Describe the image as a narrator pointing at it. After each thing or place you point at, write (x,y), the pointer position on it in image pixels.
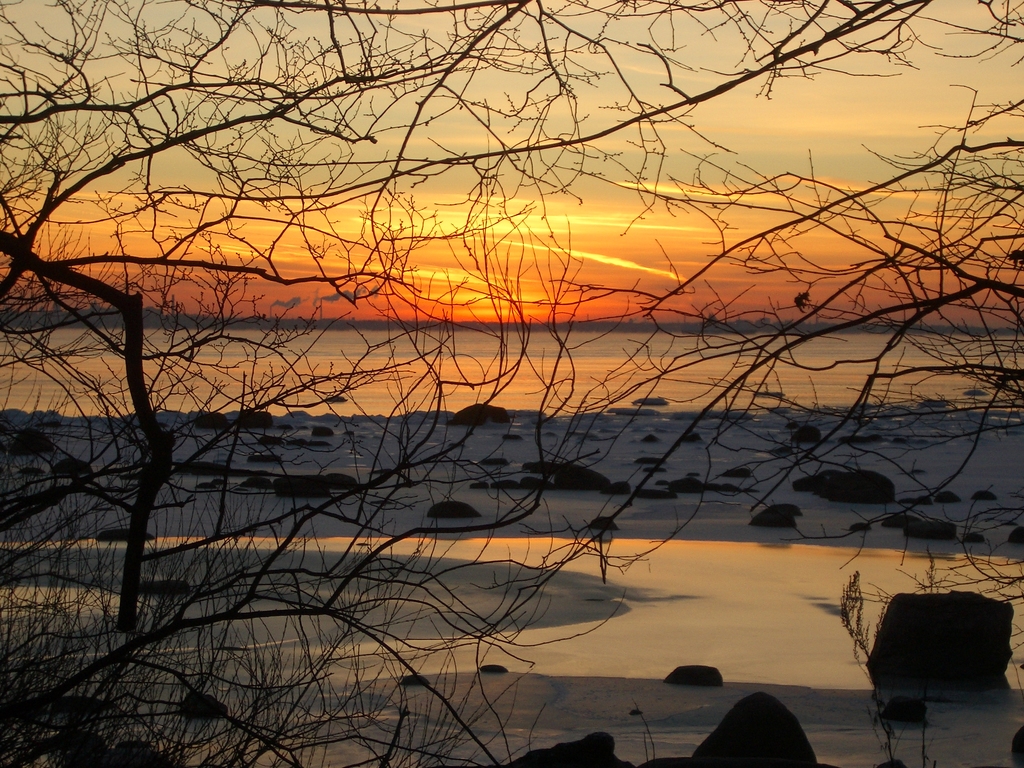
In this image we can see trees (248,733), water (839,751), rocks (918,672), sunlight (400,209) and the sky (940,75) in the background (913,134).
